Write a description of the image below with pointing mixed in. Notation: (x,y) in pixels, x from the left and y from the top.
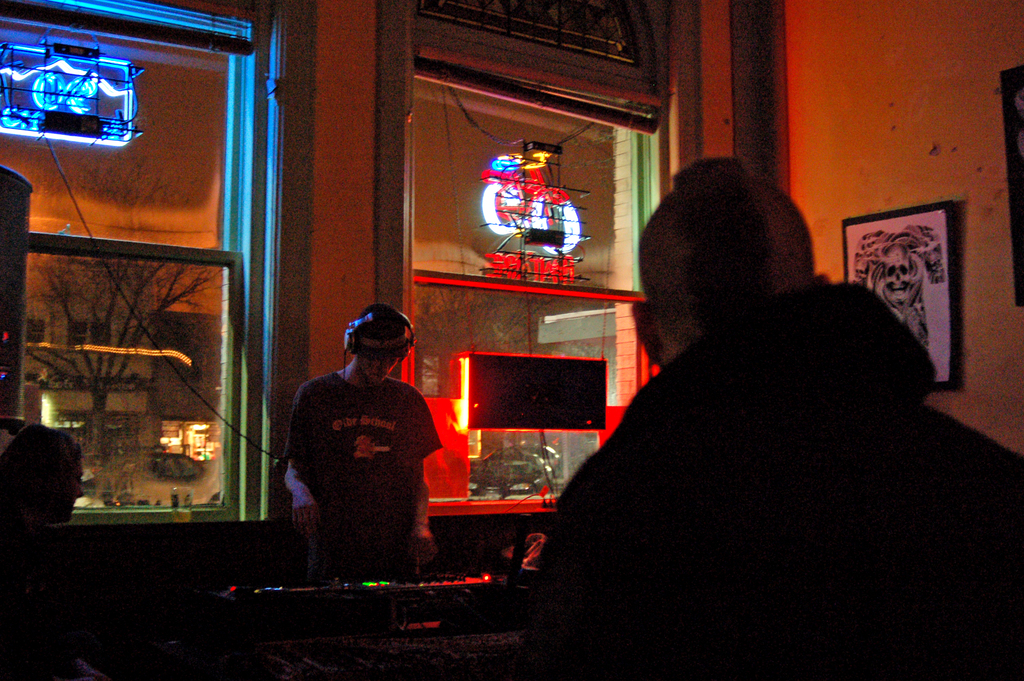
This picture shows a man (394,434) wore a headset (347,333) and operating a music system (453,580) and we see another man (957,445) standing. He wore a jacket (890,475) and we see lights (55,138). From the glass window (211,411) we see a building (167,336) and couple of trees (106,379) and a car (518,449) parked and we see few people (5,544) standing and we see couple of photo frames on the wall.
